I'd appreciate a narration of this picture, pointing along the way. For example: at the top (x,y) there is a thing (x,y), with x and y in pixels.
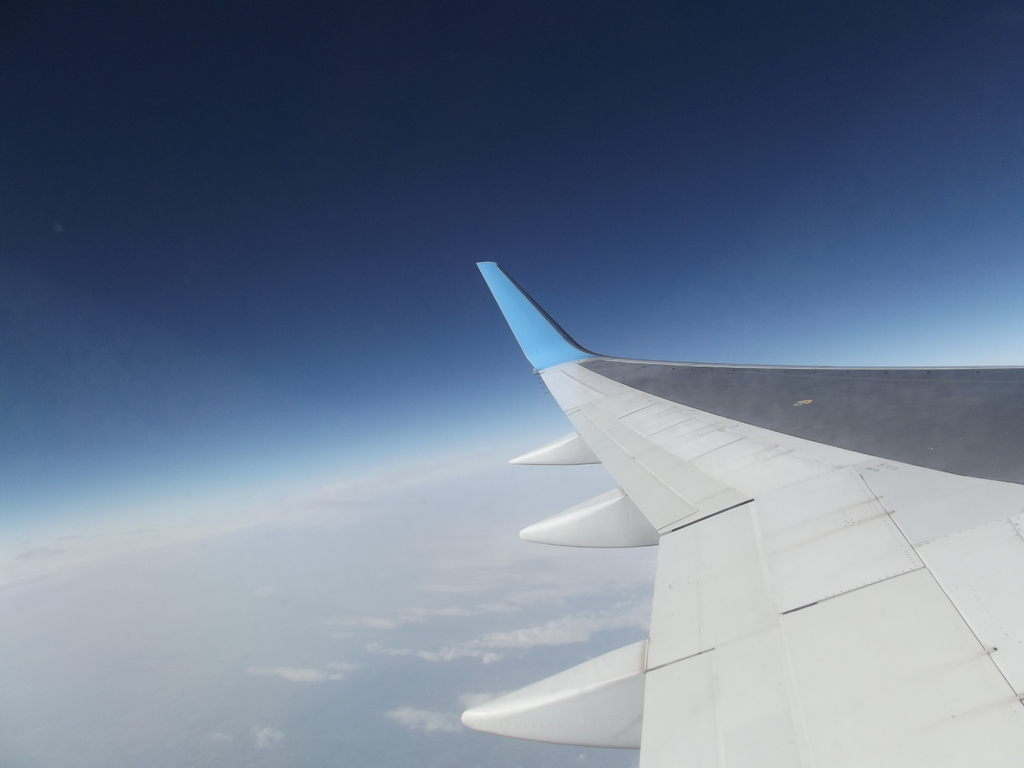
In this image we can see one aircraft wing (661,579) in the sky (497,344) and there is blue sky (418,239) with clouds (317,674).
